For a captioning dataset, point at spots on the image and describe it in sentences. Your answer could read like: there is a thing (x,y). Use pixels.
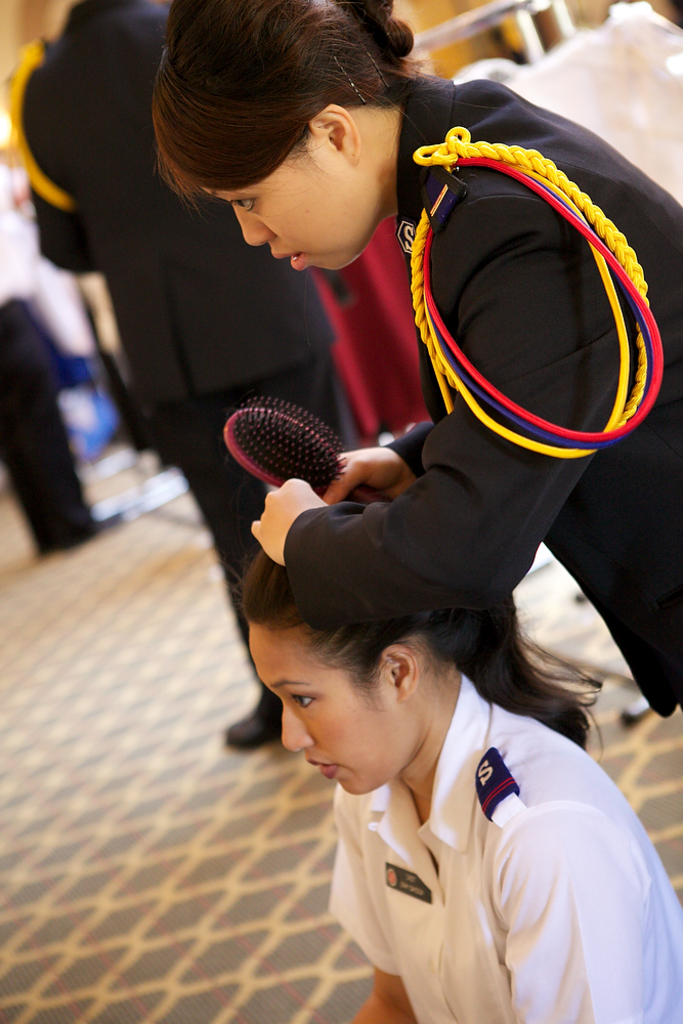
In this image we can see a few people (308,219), among them one is holding an object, in the background (576,0) we can see some stands (534,0) and a wall (500,50).
